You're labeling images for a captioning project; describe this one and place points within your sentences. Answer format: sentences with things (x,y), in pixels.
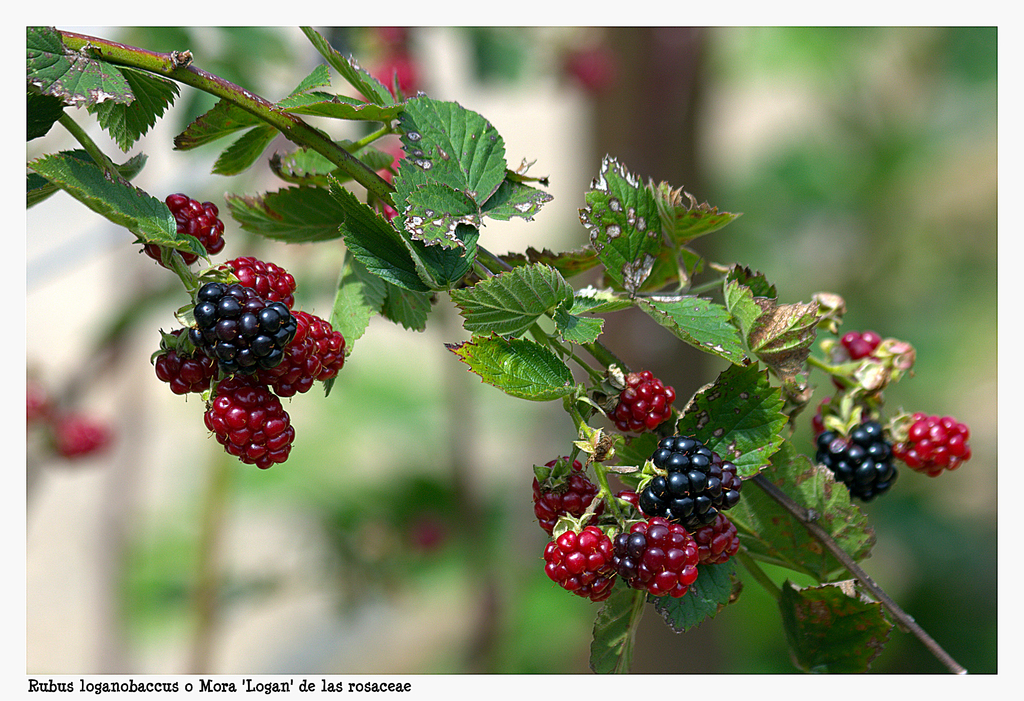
This image is taken outdoors. In the background (720,658) there are a few trees (519,77). In the middle of the image (542,335) there is a stem (87,138) with green leaves (433,185) and berries (729,498).
